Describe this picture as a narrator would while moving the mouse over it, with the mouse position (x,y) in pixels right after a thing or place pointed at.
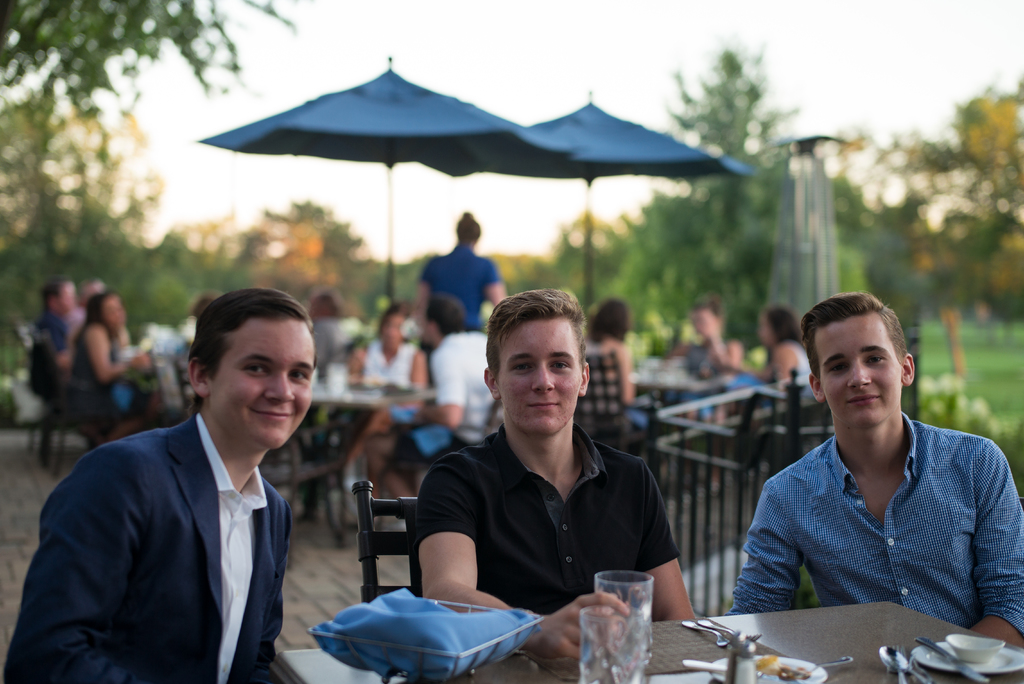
In this image, there are three persons (252,574) sitting in front of the table (806,641). This table (820,646) contains glasses (594,646) spoons (893,663) and plates (992,663). There are some trees (173,236) behind these persons (187,497). There is sky (743,31) and two umbrellas (441,138) at the top of the image (507,145).
